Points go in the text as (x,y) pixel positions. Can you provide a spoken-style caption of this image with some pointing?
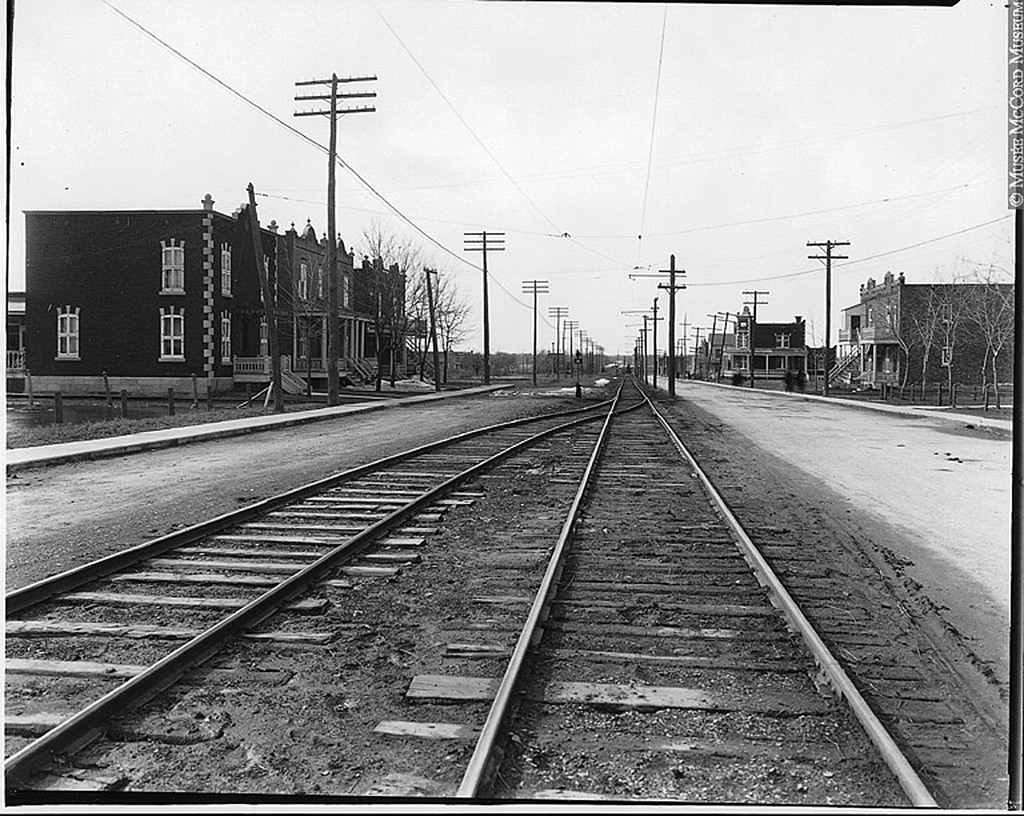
In this picture I can observe two railway tracks (350,560) in the middle of the picture (366,522). On either sides of the picture I can observe buildings (62,309). In the background (531,161) there is sky (321,137).
